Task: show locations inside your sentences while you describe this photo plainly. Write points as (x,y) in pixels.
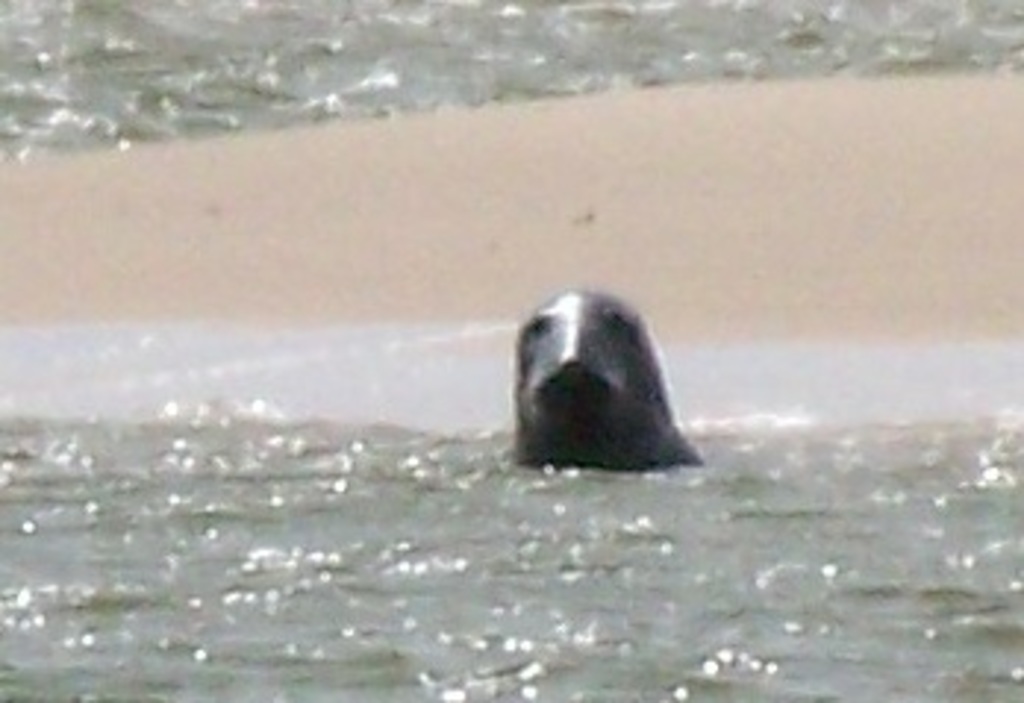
In this picture there is a seal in the center of the image (549,326) in the water (402,368).
